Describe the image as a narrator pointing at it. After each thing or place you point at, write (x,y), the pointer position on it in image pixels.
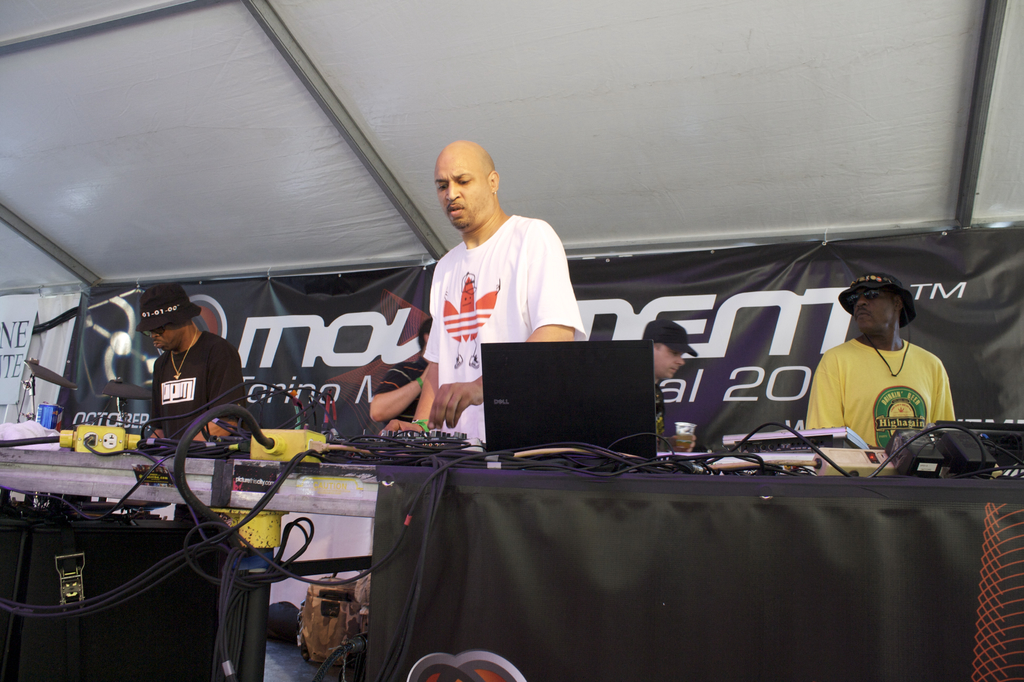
In this picture I can see a table (138,461) in front (327,496), on which there are few electronic equipment (532,428) and number of wires (454,462). Behind the table (204,471) I can see 5 men (482,323) standing and in the background (276,284) I can see banners (228,289) and on it I see something is written. On the top of this picture (199,80) I can see the white color cloth (397,100) and the poles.
